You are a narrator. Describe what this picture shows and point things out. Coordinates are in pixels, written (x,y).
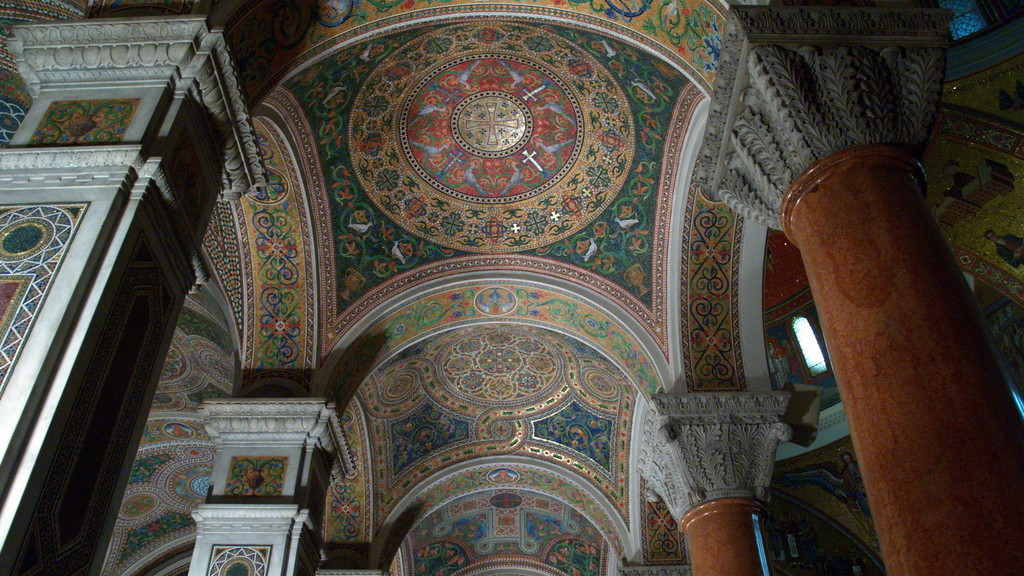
In the image there is a roof (407,139) of a building (529,260) and under the roof (330,316) there are pillars (50,507).
